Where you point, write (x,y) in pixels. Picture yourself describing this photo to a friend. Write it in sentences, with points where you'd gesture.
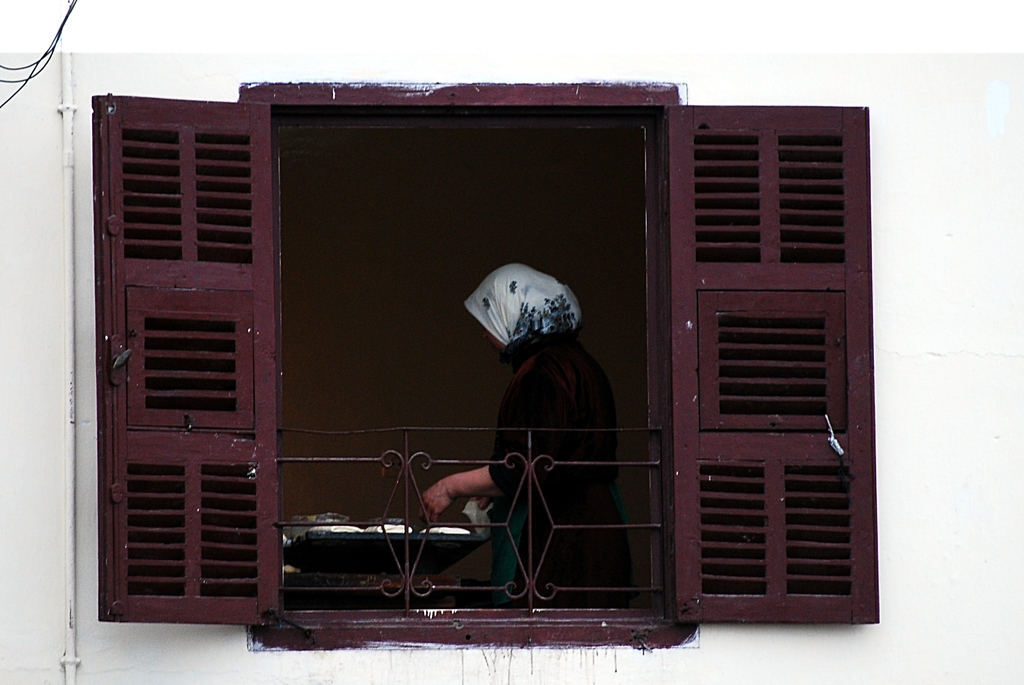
This image consists of a building (949,568). In the front (156,247), we can see a window (441,449) in brown color. In which there is a woman (588,446). It looks like she is cooking.
